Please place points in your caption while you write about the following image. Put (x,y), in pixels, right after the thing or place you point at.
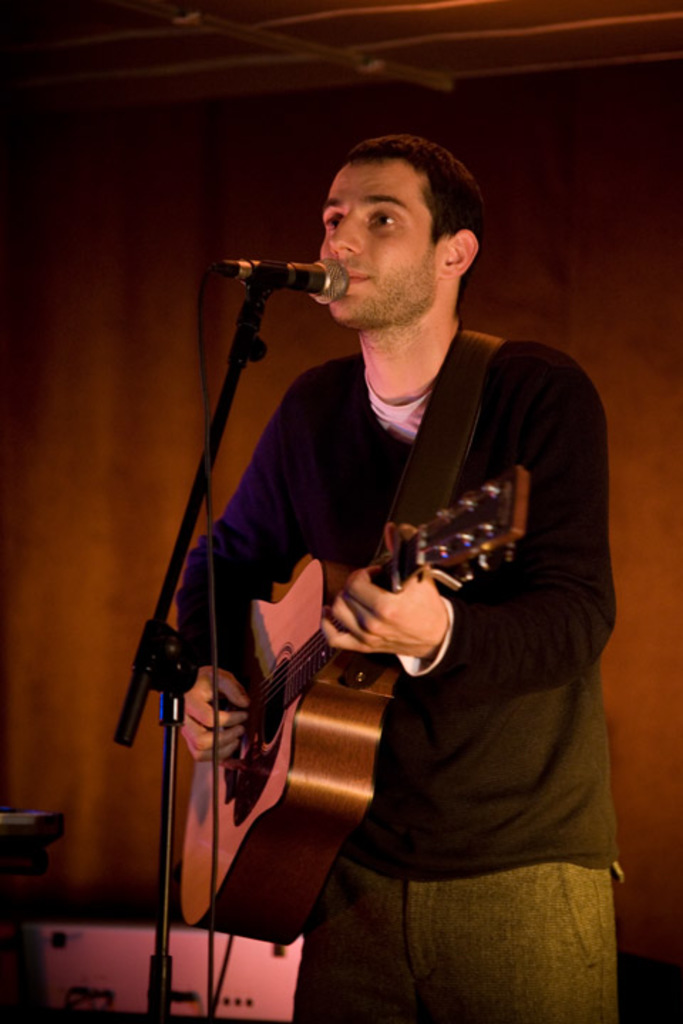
This image is taken inside a room (94,702). In this image a person (413,975) is standing and holding a guitar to play music on it and singing with mic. At the top of the image (471,55) there is a roof (353,63).
